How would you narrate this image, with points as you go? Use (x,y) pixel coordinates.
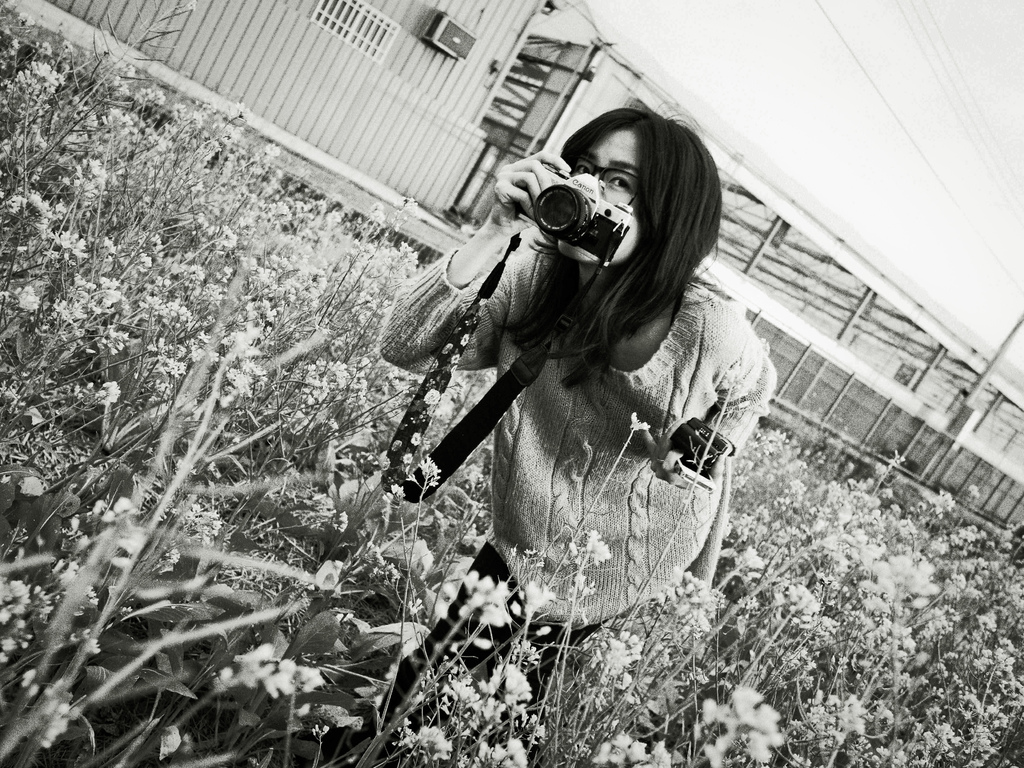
A woman (661,139) is taking the picture with a camera (577,213) in her hand (502,203). She is standing in the middle of a garden (698,621). There are flower plants (464,536) all around her. There are some buildings (474,75) in the background (801,312).
